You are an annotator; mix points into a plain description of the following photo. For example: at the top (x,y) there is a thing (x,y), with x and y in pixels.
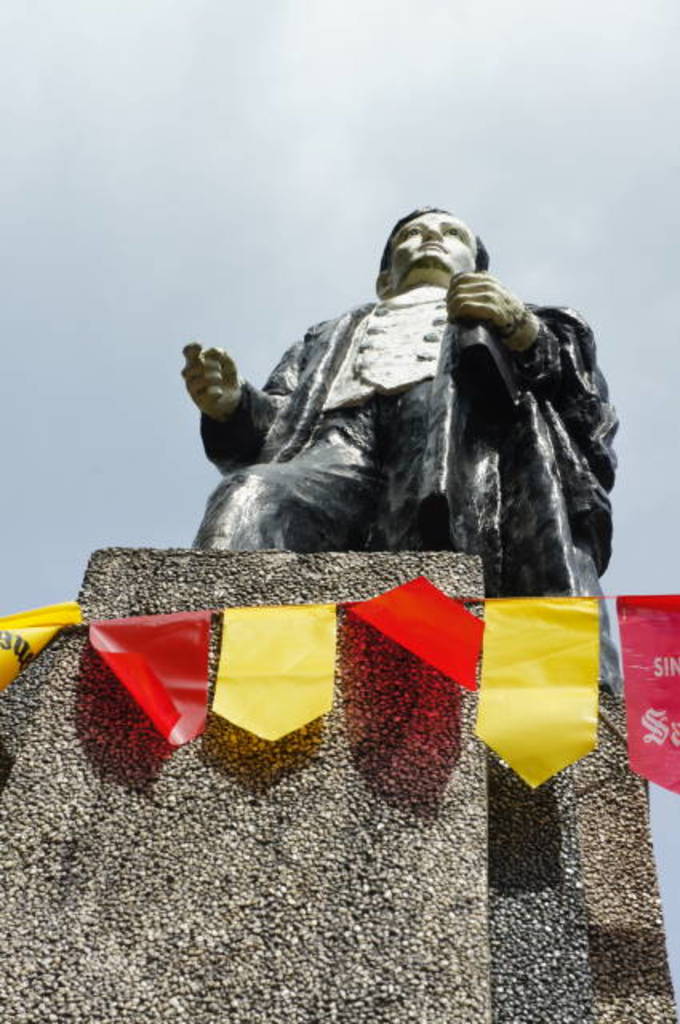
In this image I can see there is a statue (312,530) on the rock (380,860) and there is a decoration (260,664) and the sky (598,47) is cloudy.
